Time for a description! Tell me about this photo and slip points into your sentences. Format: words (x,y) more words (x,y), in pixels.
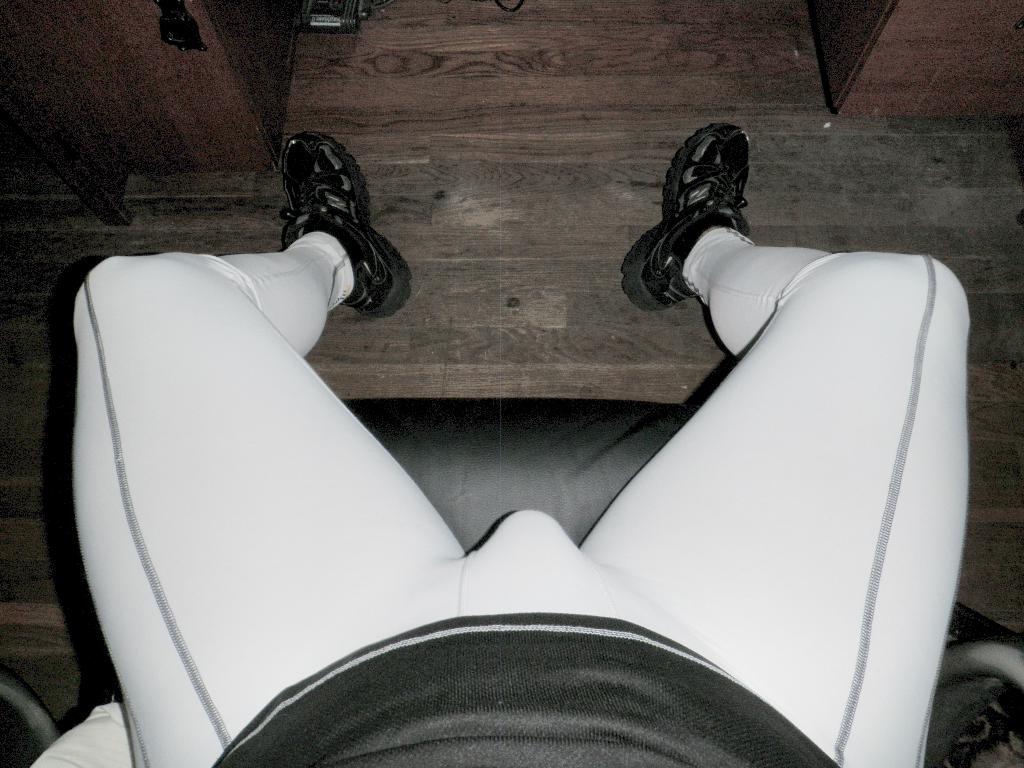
In this picture there is a man (700,652) who is wearing shoe (648,240), trouser (842,504) and t-shirt (623,755). He is sitting on the chair (573,435). At the top (983,20) we can see the cables (197,35), table (162,43) and machine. On the right (1000,396) there is a wooden floor (1006,258).
